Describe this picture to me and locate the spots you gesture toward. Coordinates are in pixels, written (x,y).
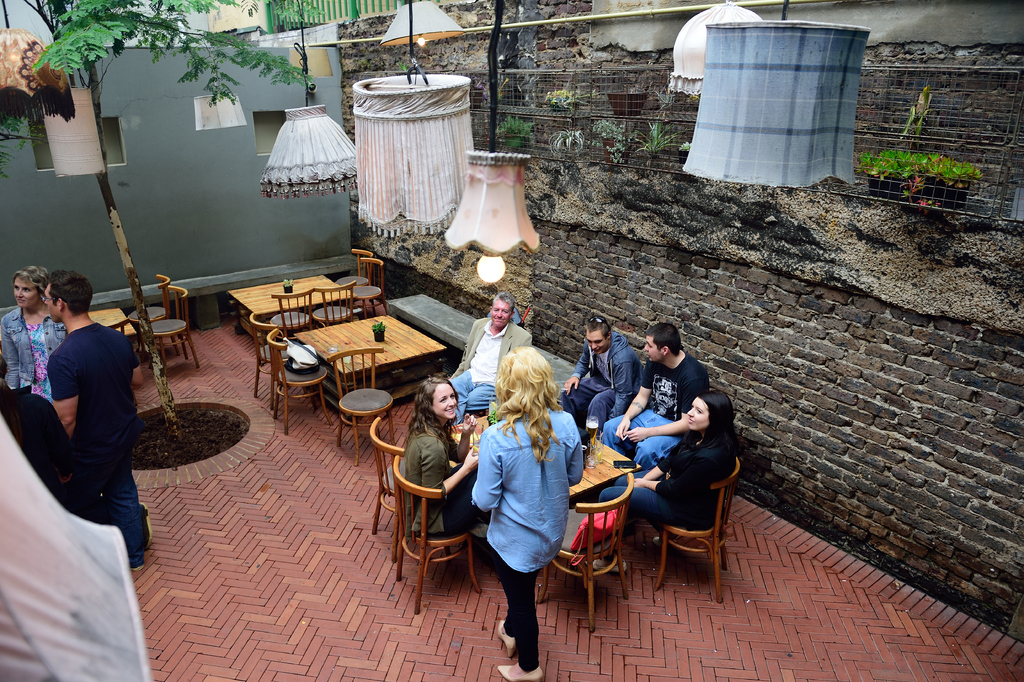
This picture is of outside. On the right (715,430) there are group of persons (586,362) sitting on the chairs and there is a glass (598,436) placed on the top of the table (605,460) and we can see a woman (535,475) standing. On the left (46,308) we can see two persons (86,357) standing. In the background (264,208) we can see a wall (201,139), a window (258,134), lamps (447,143), tree (136,19), tables (331,335) and chairs (285,315).
